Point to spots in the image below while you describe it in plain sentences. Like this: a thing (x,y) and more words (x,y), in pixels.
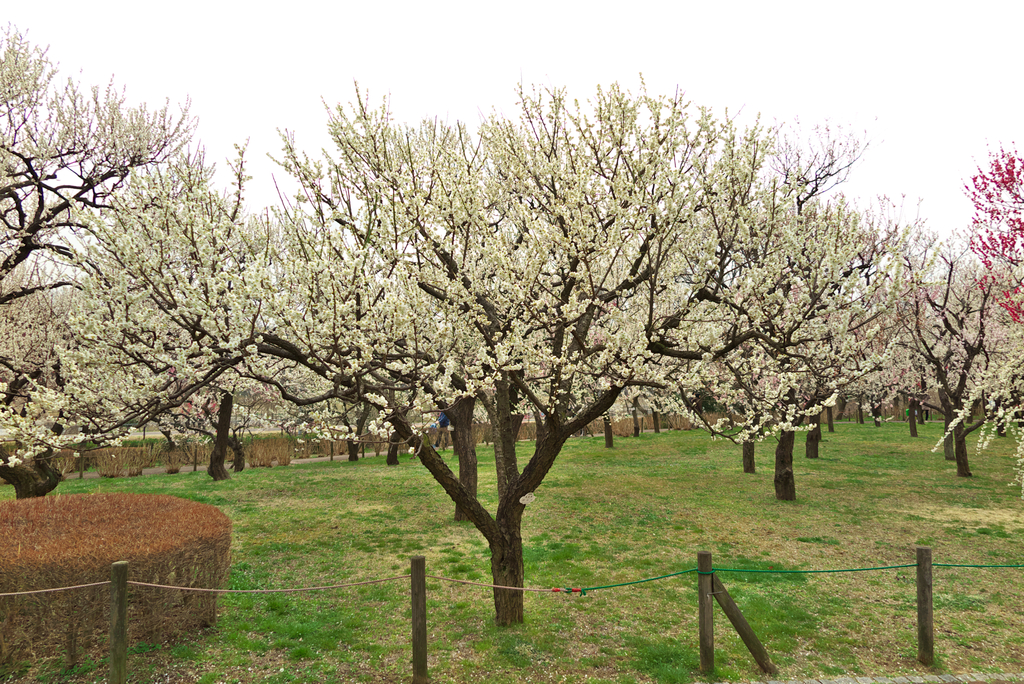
In this image I can see trees (295,290) and some wooden poles (921,580) and rope (840,572) at the top (479,73) I can see the sky (528,71).
